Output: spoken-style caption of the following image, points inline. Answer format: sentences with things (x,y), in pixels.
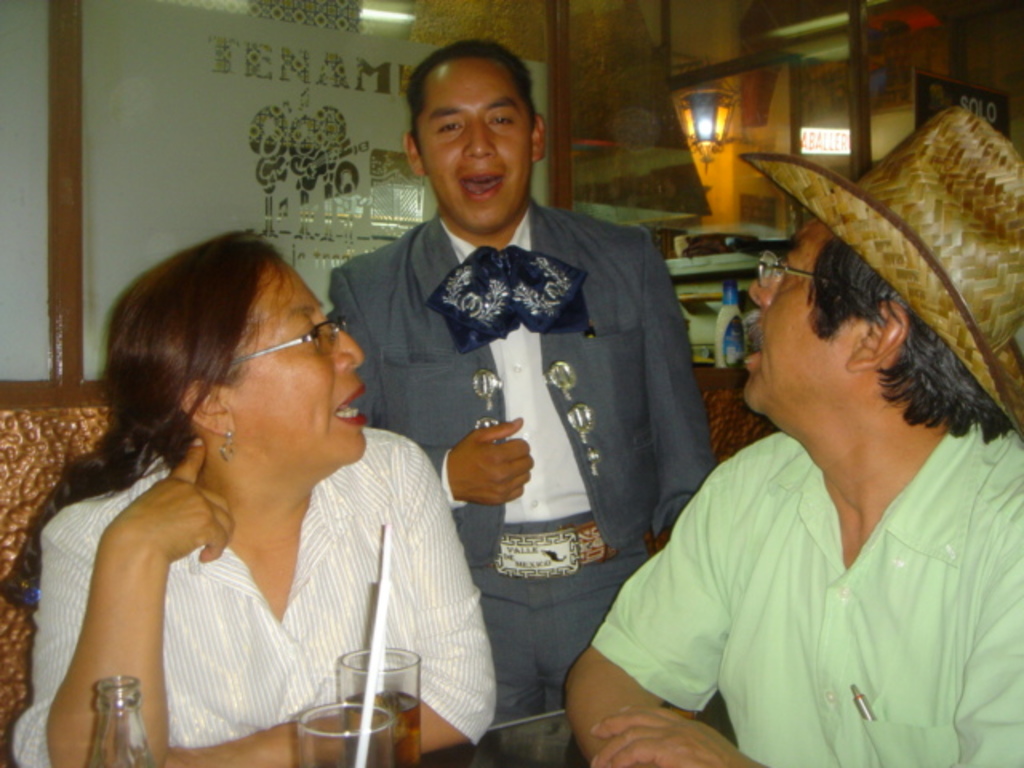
In this picture we can see two men (549,457) and one woman (242,370) where one man (776,511) and woman (250,468) sitting on chairs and one is standing and they are talking to each other and in front of them on table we have glasses (352,711) with drinks (405,699), straws (383,605) in it, bottle (141,724) and in background (221,131) we can see wall (745,198), light (713,133), machine (717,248), bottle (726,332).
